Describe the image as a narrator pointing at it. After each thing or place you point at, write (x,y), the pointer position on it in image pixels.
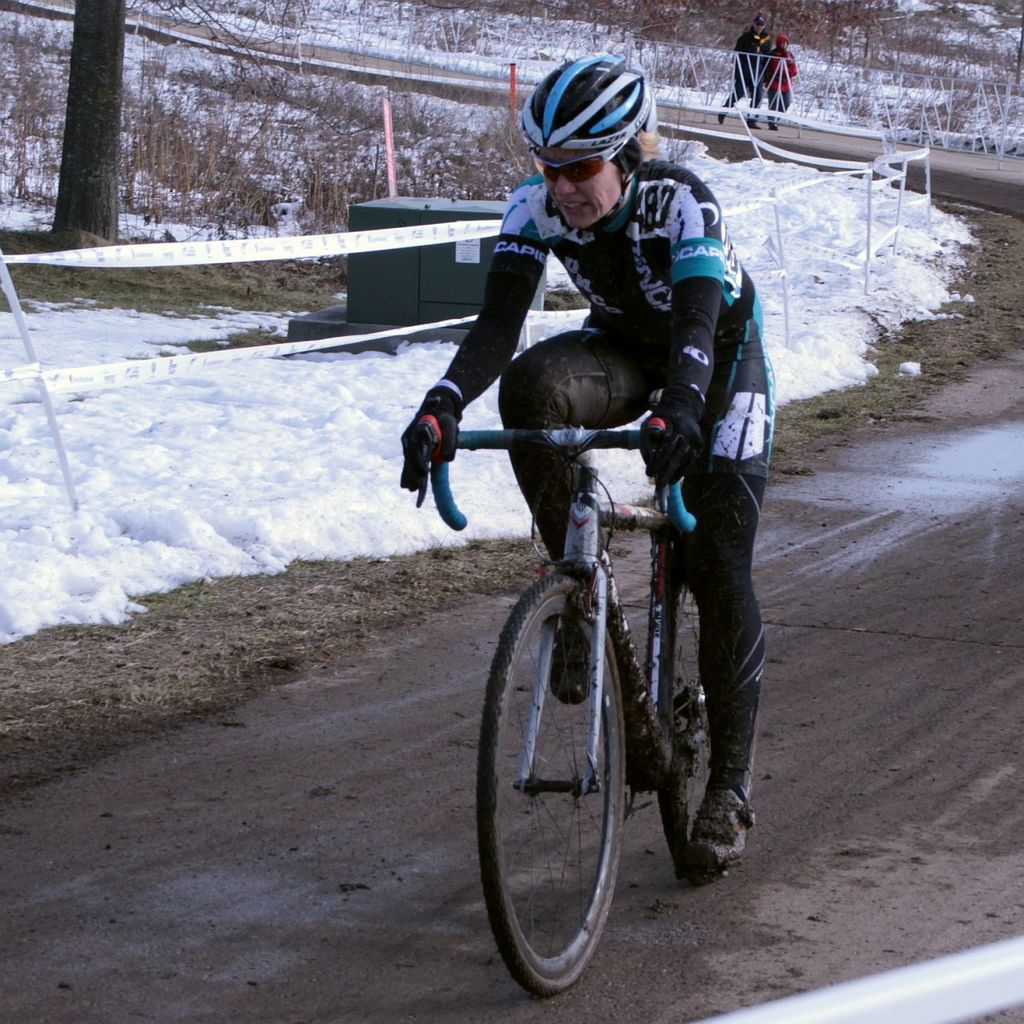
In this picture we can see one person (689,547) is riding a bicycle (554,561) on the road (302,951), beside we can see snow (149,458) and few trees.
